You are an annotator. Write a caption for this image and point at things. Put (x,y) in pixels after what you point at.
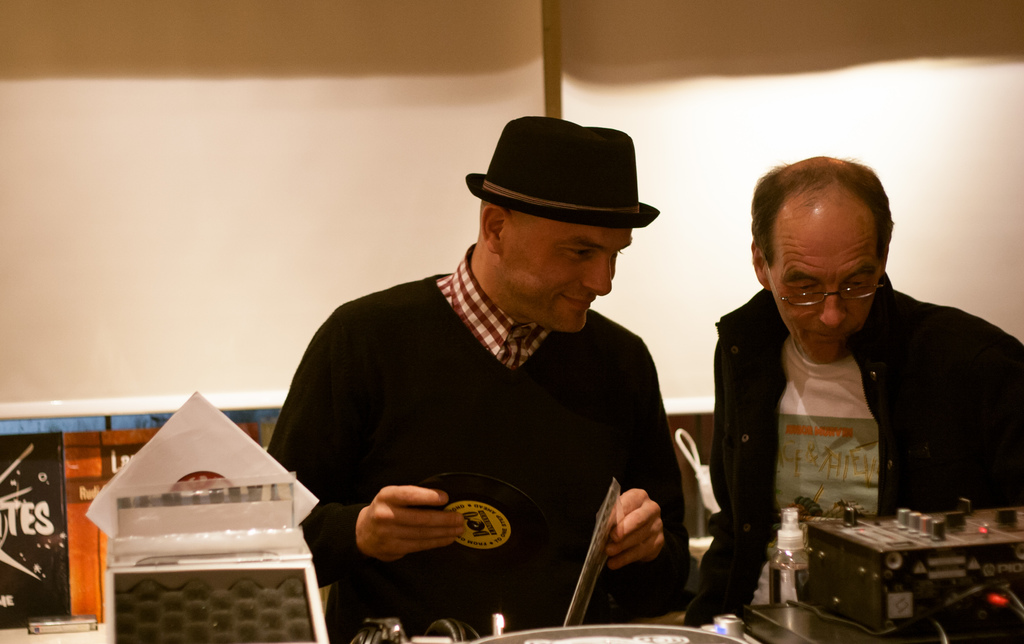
In the image there are two men (619,370), in front of them there is some equipment (138,553), the first person (435,524) is holding some object (473,513) in his hand (461,514) and in the background (330,256) there is a wall (157,159).
